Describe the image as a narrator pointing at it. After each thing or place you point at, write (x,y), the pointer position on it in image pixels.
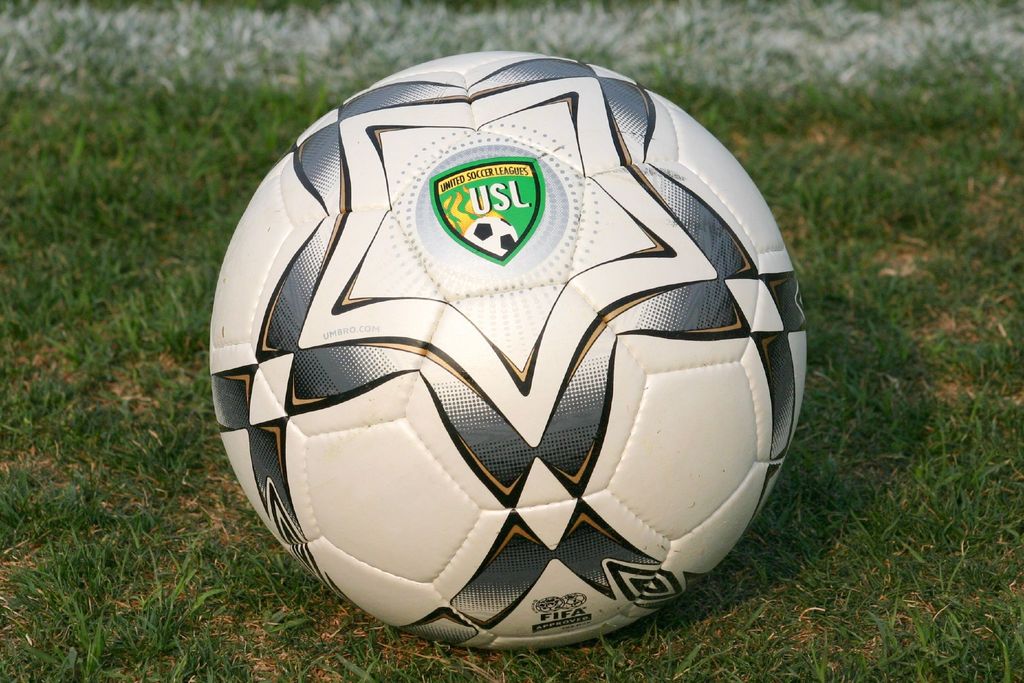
In the foreground of this image (485,632), there is a football (514,632) on the grass (672,605).
